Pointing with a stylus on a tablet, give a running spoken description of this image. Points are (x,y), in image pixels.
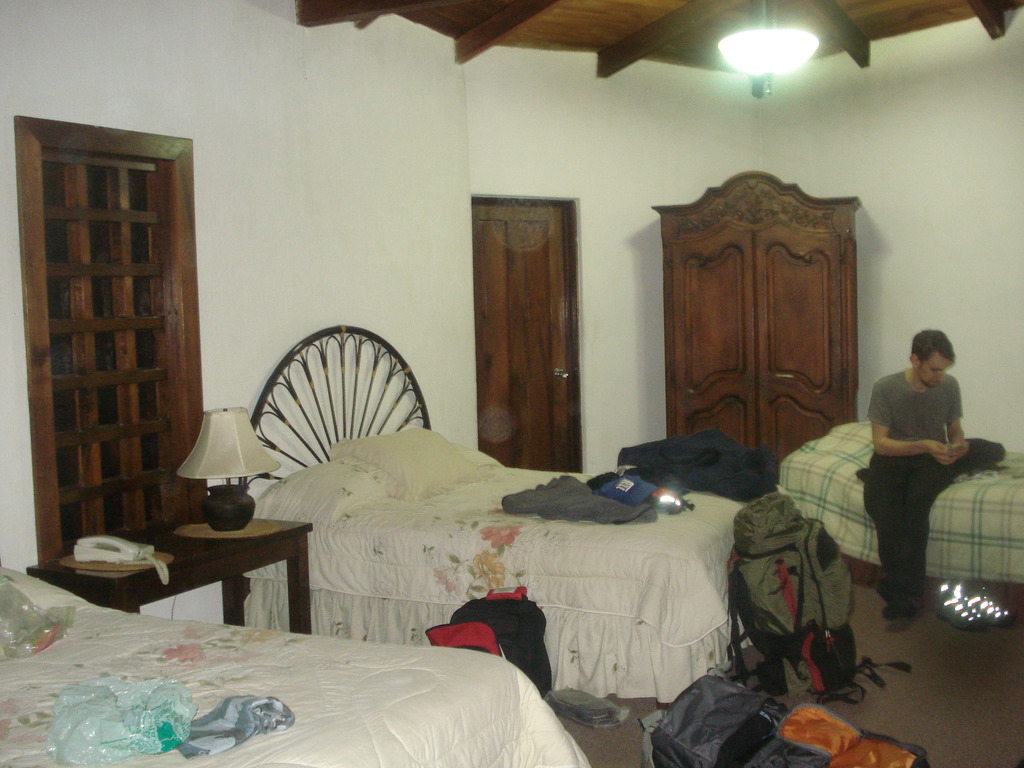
In this picture we can see a few covers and a towel (232,726) on the bed (314,662) on the left side (205,742). There is a telephone (111,558) and a bed lamp (226,476) on a wooden table (199,539). We can see a bag (641,476), blue and grey object (560,479) on another bed (484,558). There is a window (50,496). We can see a few bags (739,560) on the floor (950,736). A person (874,476) is sitting on the bed (834,525) on the right side (901,525). There is a footwear (945,594) on the floor (934,600). We can see a light (804,59) and a wooden object (701,39) on top (801,45).
